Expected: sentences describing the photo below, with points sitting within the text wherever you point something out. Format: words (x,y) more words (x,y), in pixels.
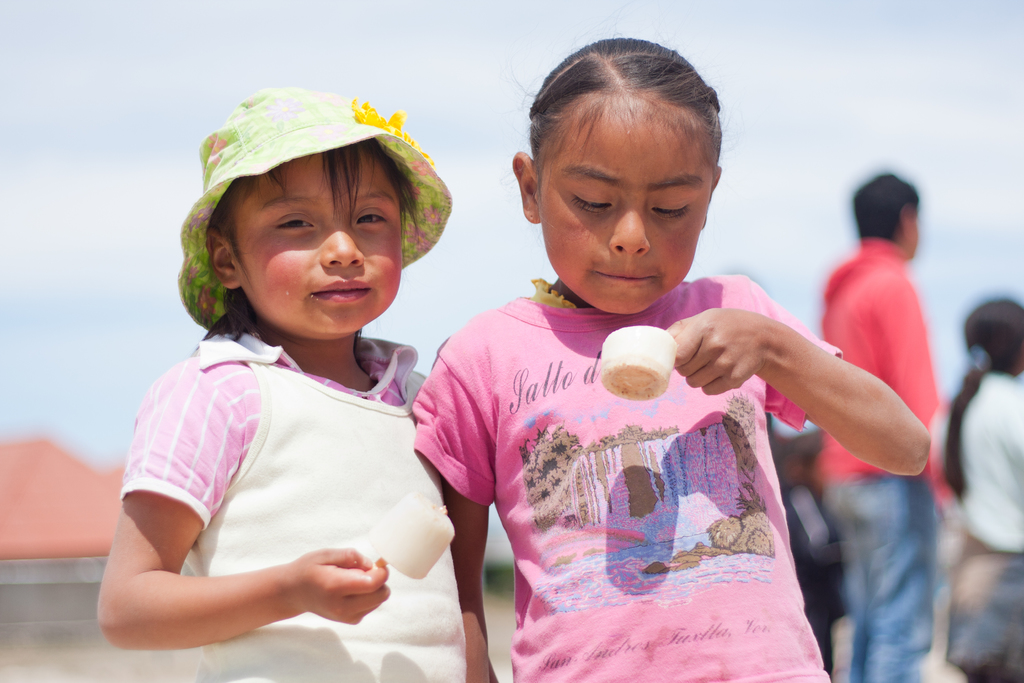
In this picture I can see the two children (508,374) holding the object (622,370).
